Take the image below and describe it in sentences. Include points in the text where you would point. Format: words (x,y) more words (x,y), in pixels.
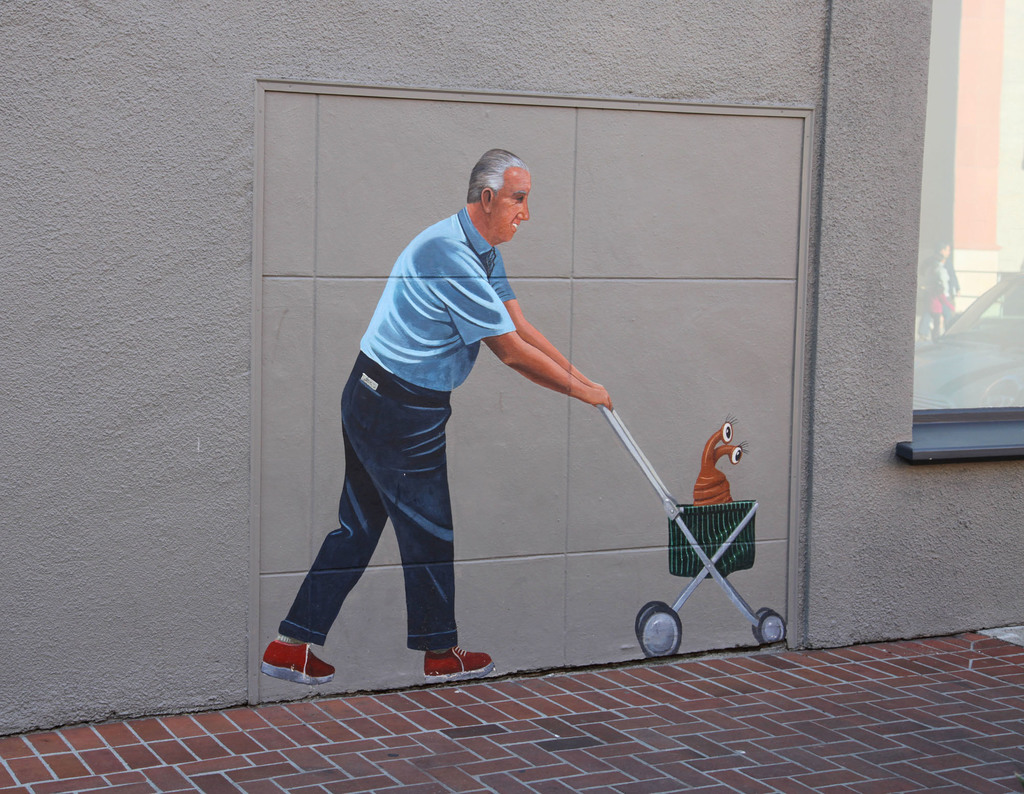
In this image we can see there is an art (409,487) of a person (504,294) holding a trolley (698,583), in the trolley (737,539) there is an insect (701,502) on the wall (207,537) of a building (187,566). In front of the building (144,704) there is a path (663,719).
